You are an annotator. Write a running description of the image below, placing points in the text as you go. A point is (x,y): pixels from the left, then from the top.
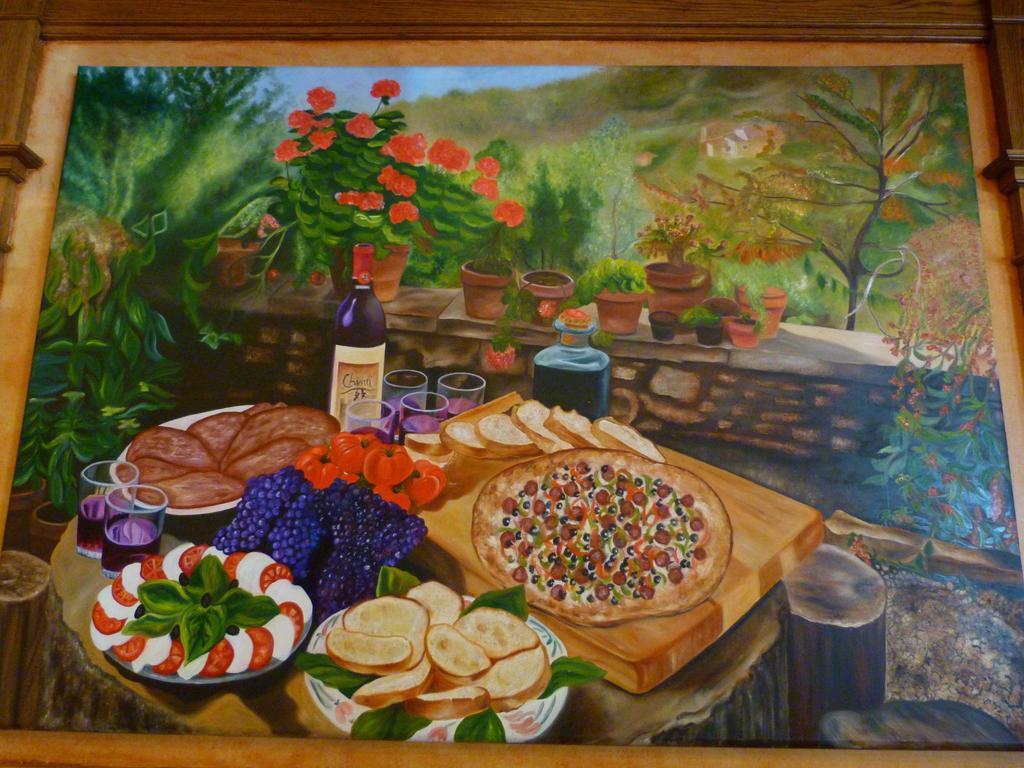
In this image, we can see a painting (388,472) of some food items (353,534), glasses (159,489) with drink (136,525), bottles (355,353), flower pots (306,171), trees (559,237) on the frame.
